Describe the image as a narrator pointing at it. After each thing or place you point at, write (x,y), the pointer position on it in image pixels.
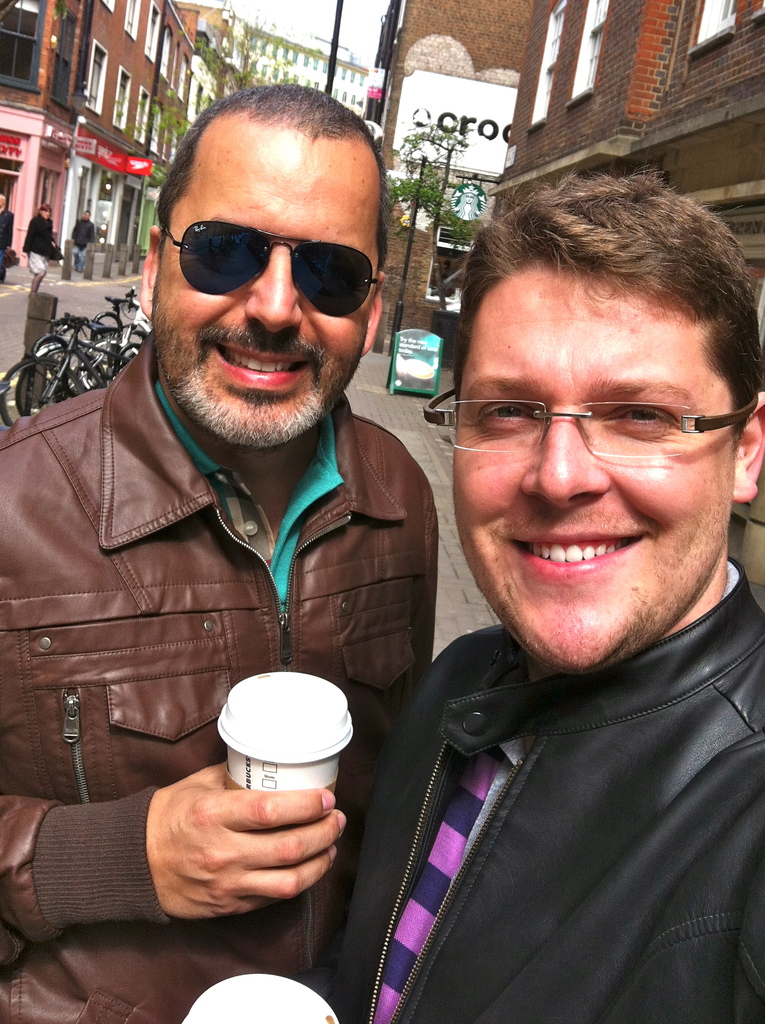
In this image there are two men (269,500) standing and holding an object (264,690), there is a board (406,383), there is text (411,340) on the board (451,111), there are poles (398,319), there is a tree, there are bicycles (101,331), there is a road (96,302), there are persons (2,208) on the road (137,283), there are buildings (23,218), there are windows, there is the sky (325,24) towards the top of the image (345,20).
